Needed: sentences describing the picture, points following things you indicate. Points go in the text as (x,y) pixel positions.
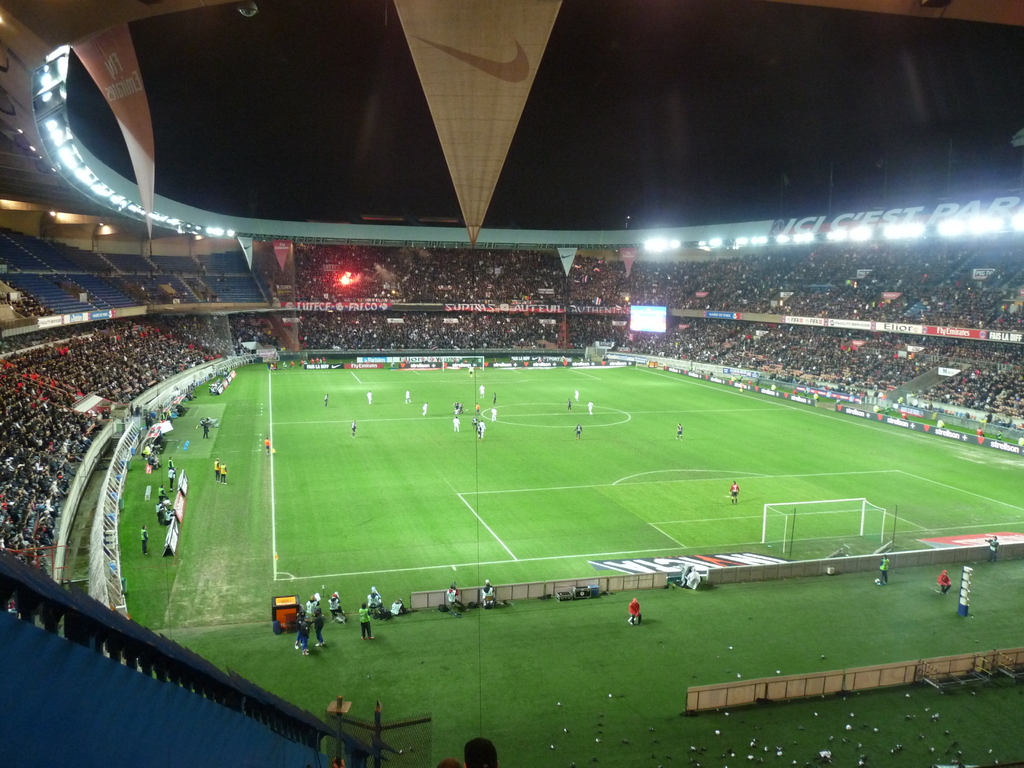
In this image I can see group of people (70,445), some are standing and some are sitting. I can also see the stadium (633,377), background (212,229) I can see few lights (177,222) and I can also see few boards (88,314) attached to the poles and the sky (848,30) is in black color.
